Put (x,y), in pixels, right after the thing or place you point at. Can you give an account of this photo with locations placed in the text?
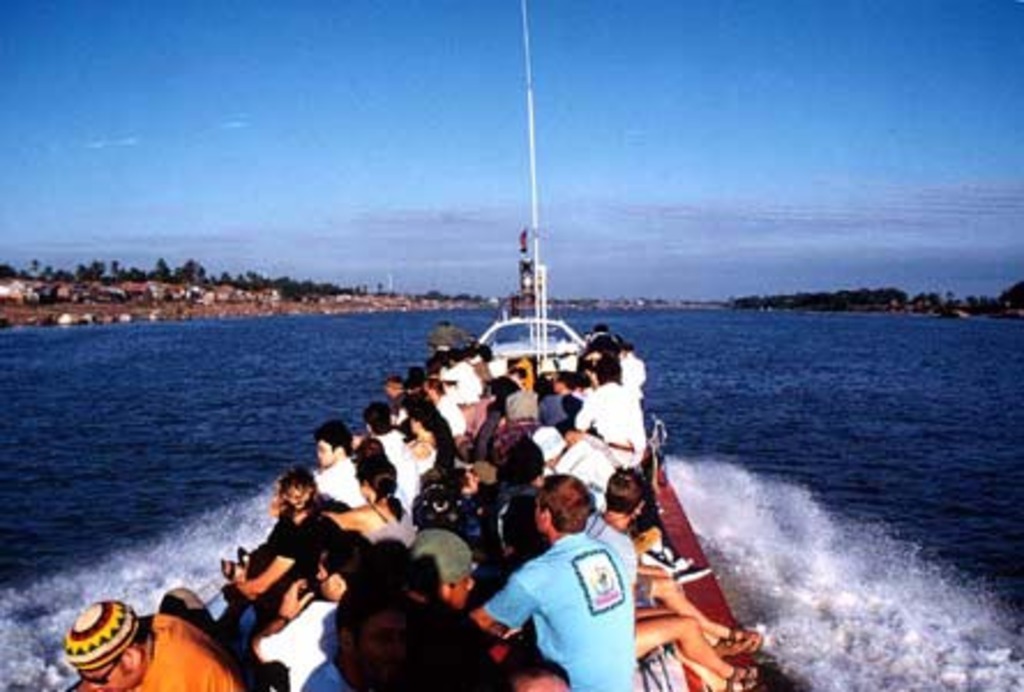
In this picture there is a group of men (321,611) and women (463,373) sitting in the boat (558,359). Behind there is a blue water (276,356). In the background (377,295) we can see some trees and houses (196,300).
